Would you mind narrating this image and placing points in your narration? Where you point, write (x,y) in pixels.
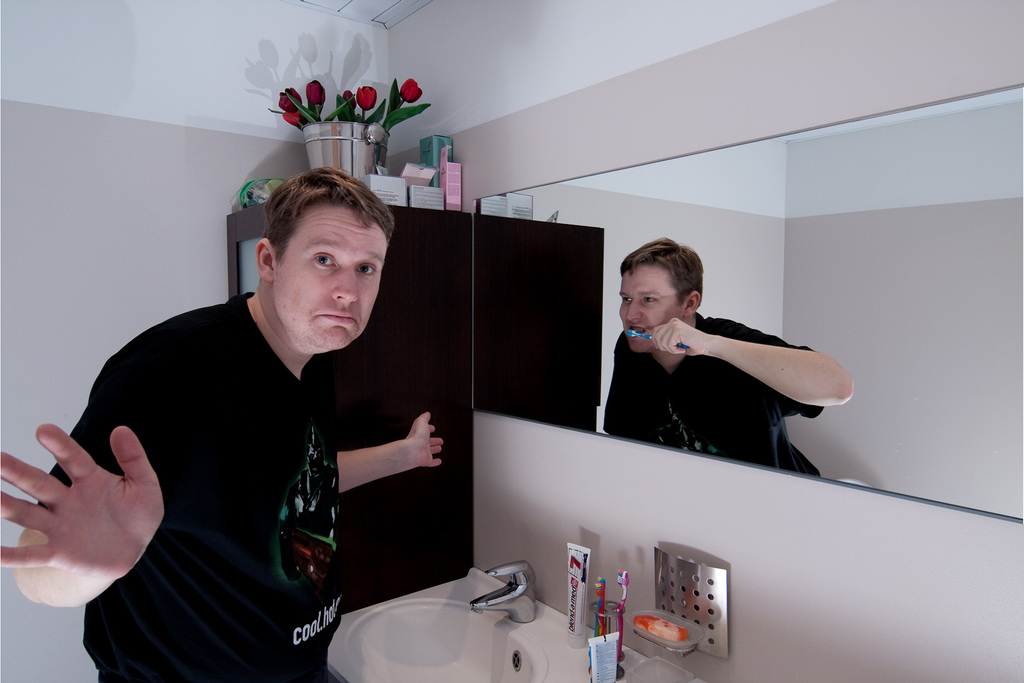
In this picture I can observe two members (641,362). Both are looking similar. On the bottom of the picture (464,618) I can observe sink (491,658) and a tap (508,610). In the background (115,139) there is a wall (119,174).
